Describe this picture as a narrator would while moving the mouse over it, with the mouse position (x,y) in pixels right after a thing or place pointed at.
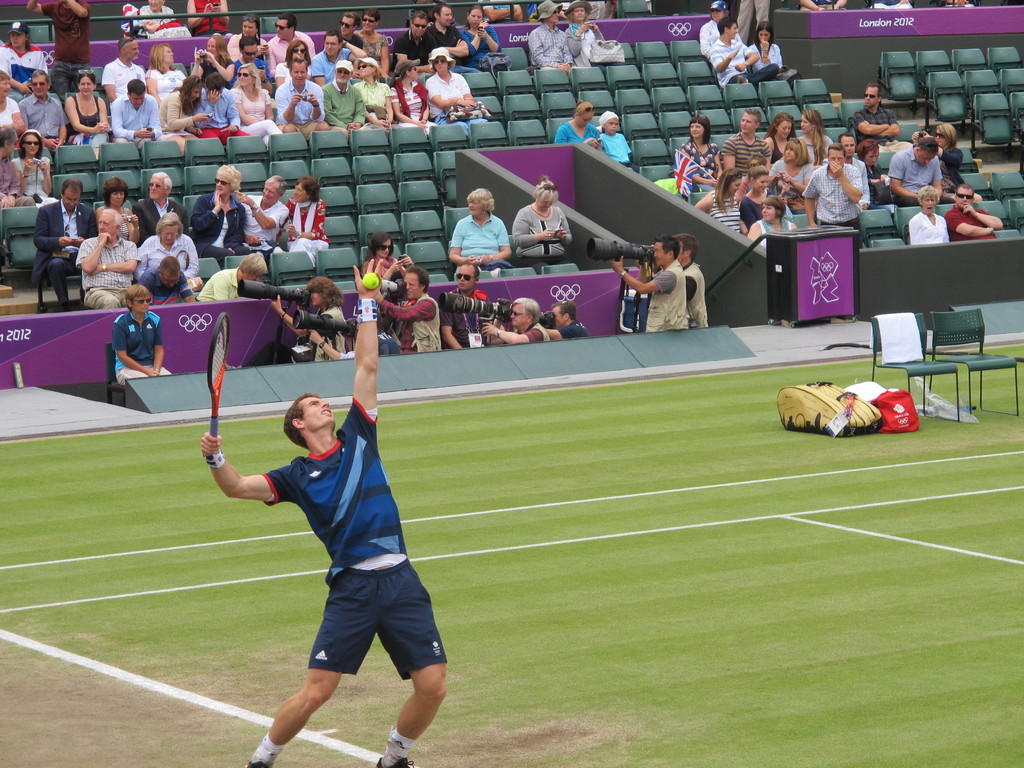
In this image in the front (330,509) there is a man (346,602) standing and playing holding a bat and ball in his hand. In the center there are bags (865,409) on the ground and there empty chairs (925,361). In the background (249,200) there are persons (230,181) sitting and standing and there are persons (689,294) standing and holding a camera (457,295) and there are empty chairs (930,89).
